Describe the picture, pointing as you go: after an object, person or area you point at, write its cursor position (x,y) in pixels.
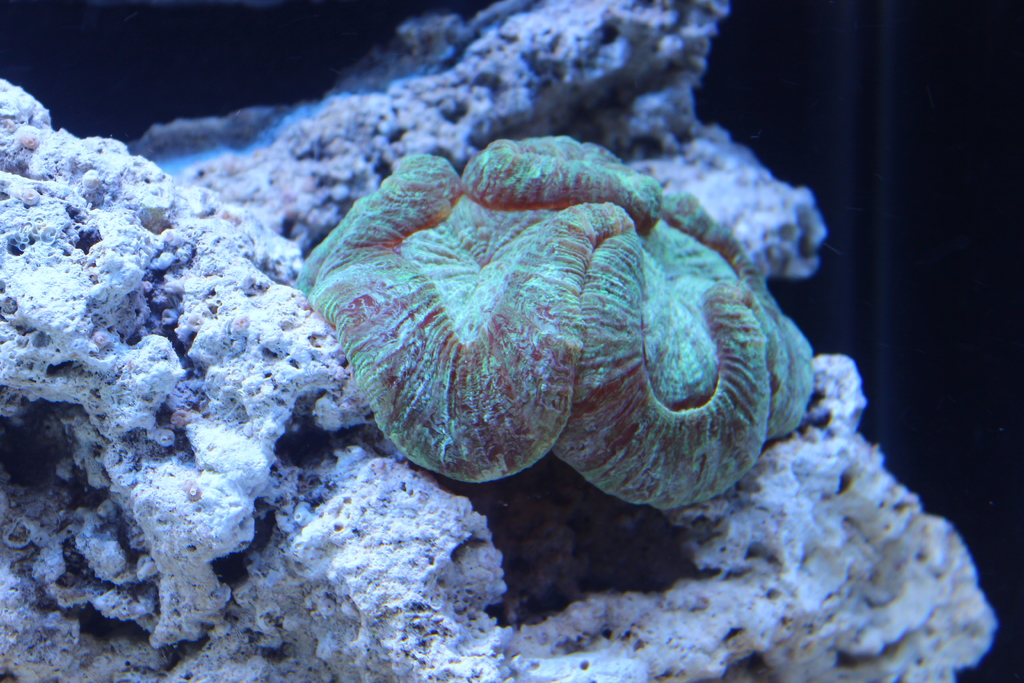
In the picture we can see the open brain coral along with rocks (931,589) under the water (956,474).
